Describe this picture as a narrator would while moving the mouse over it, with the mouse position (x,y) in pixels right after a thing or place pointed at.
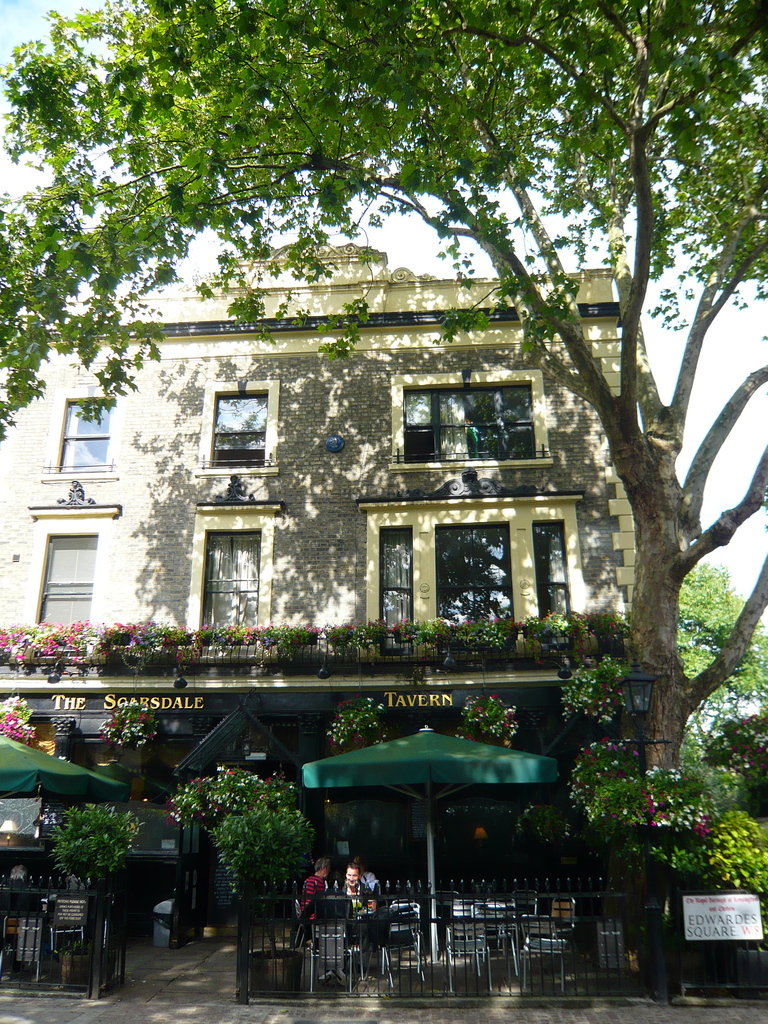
This picture shows building (322,453) and we see trees (675,611), few chairs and tables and couple of umbrellas (23,771) and few people (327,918) seated on the chairs (340,940) and we see a cloudy sky (767,350).
